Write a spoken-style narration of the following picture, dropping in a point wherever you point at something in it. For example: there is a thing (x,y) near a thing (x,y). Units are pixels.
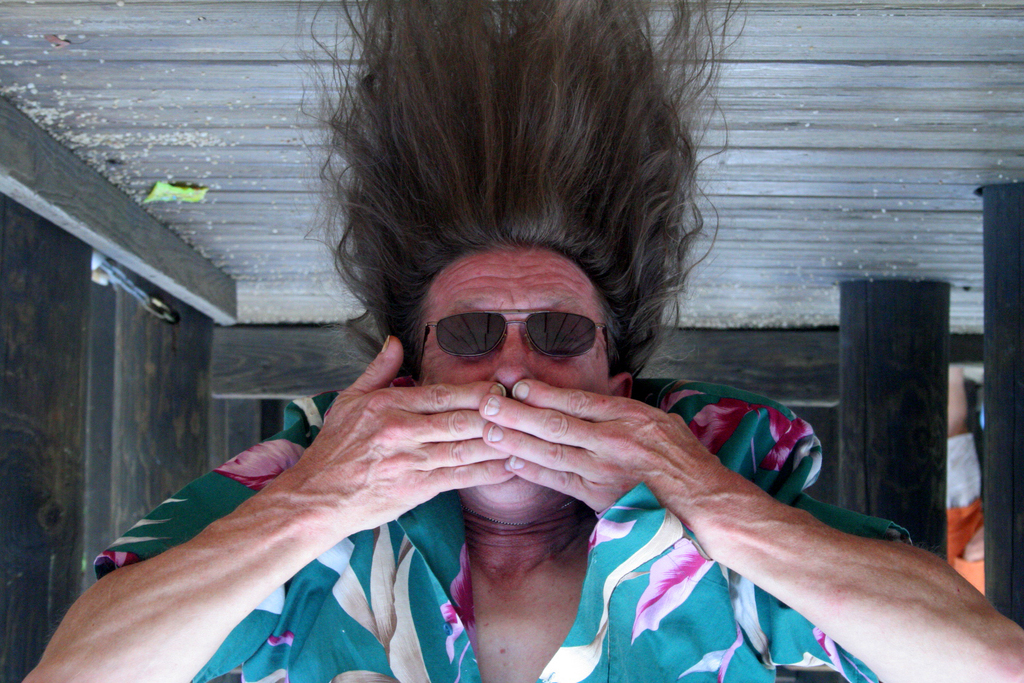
In this picture, we can see a reversed image of a person (676,420) and we can see the floor (288,47) and some objects (99,258) on the floor (143,59), we can see the black color poles (992,508) and a few people (956,463) in the background (889,441).
